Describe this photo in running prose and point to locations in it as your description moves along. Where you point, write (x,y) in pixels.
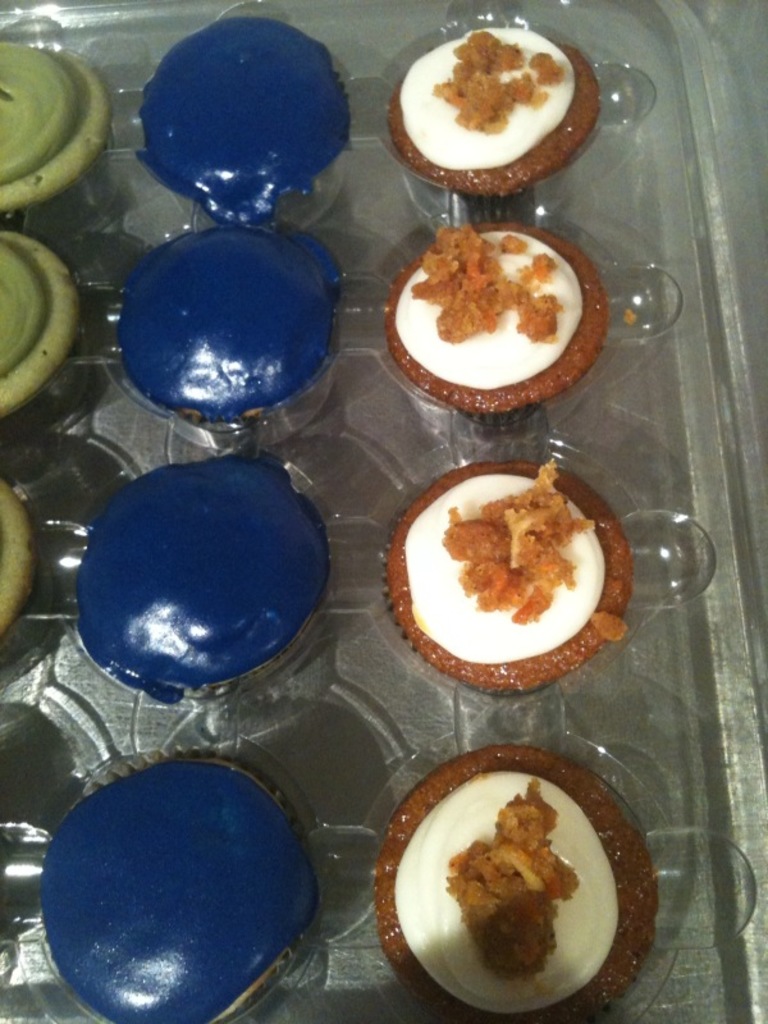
In this picture we can see a tray (353,539) which contains desserts (553,629).
